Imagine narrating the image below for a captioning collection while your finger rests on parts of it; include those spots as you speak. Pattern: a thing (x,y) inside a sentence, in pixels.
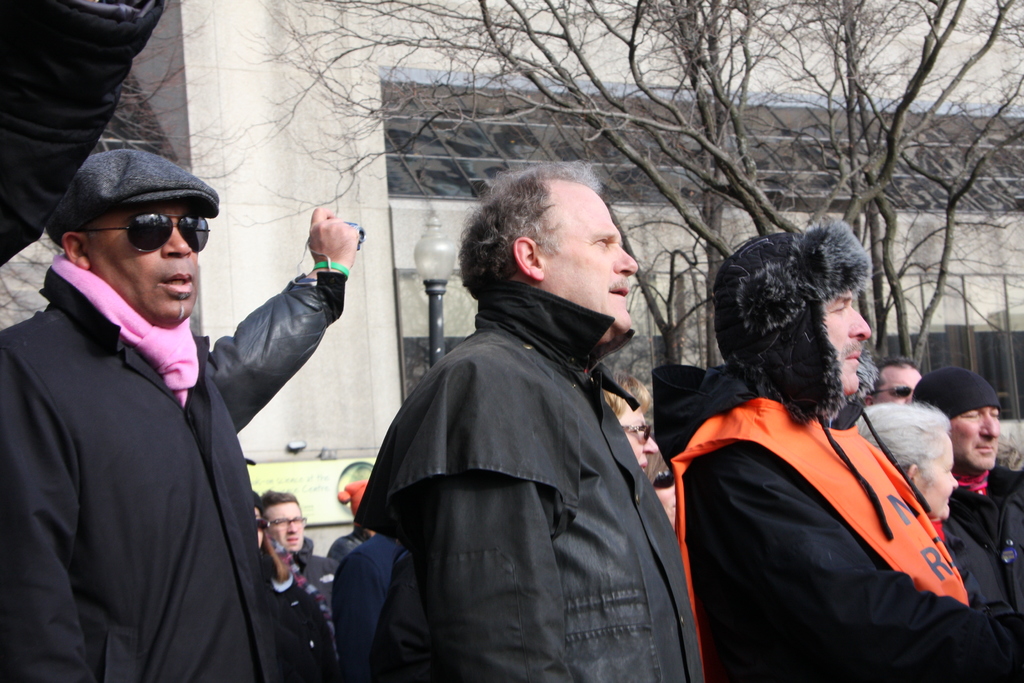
There are three persons (110,294) in black color dresses (540,322), standing. In the background (962,403), there are other persons (24,26), there are trees (608,128) and there are buildings (579,122).
